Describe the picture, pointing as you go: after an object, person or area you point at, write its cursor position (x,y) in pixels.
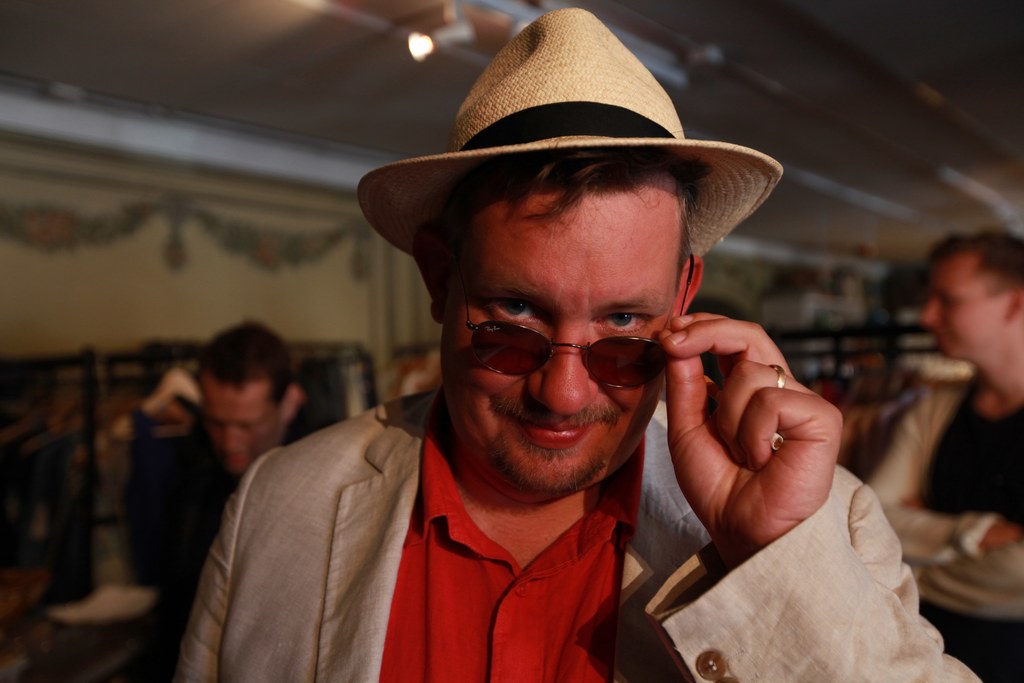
In the image there is a man (739,405) with spectacles (647,359) and there is a hat (593,111) on his head (630,419). Behind him there are few people (226,404) and there is a blur background (180,335). At the top of the image (434,44) there is a light (427,41).
